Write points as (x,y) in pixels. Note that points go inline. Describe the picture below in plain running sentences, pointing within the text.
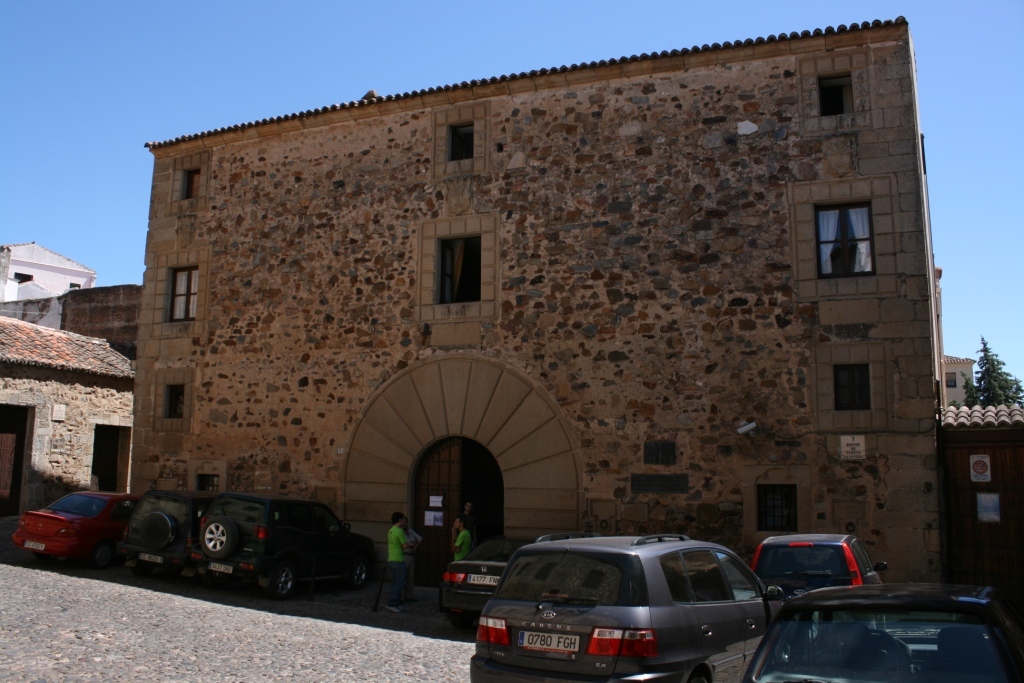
This is the building (422,322) with windows (818,262). This looks like an arch (523,437). I think this is the wooden door (419,518). I can see a group of people (402,533) standing. These are the cars (583,584), which are parked. This is the tree (981,386). I think these are the houses (94,363). I can see the curtains (825,221) hanging behind the window (856,242).
